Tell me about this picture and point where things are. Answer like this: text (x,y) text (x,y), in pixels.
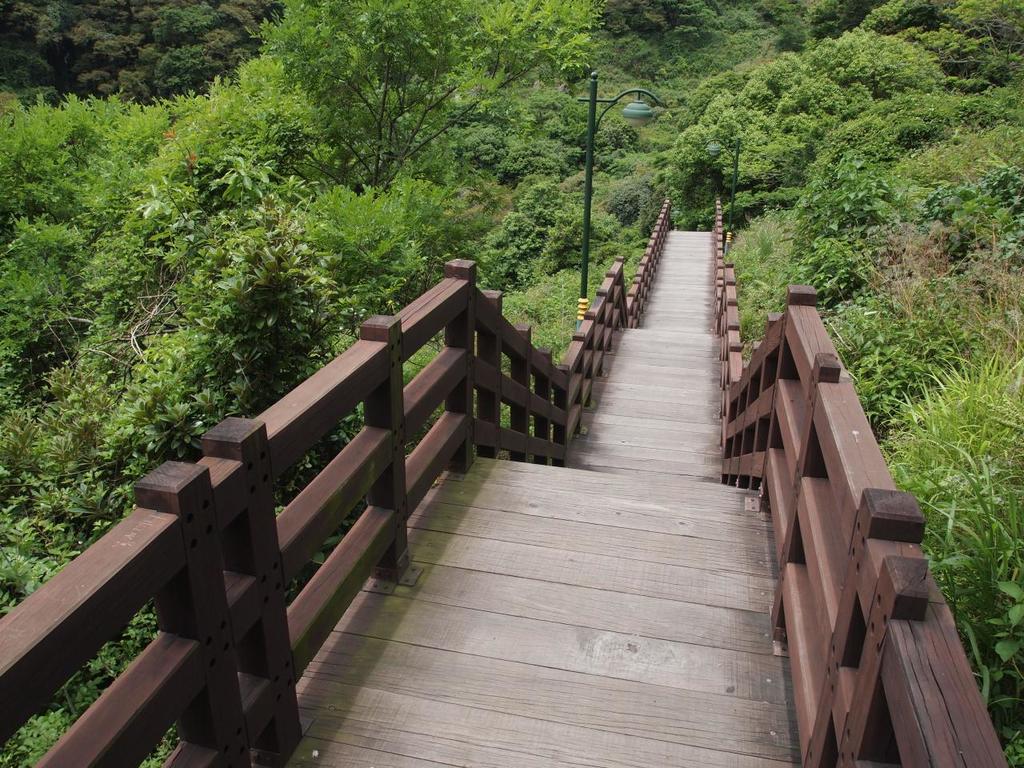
In this picture I can see there is a wooden bridge (681,522) and there are plants (975,373) and trees (506,247) on both sides of the bridge (603,289). There are poles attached with lights (654,117).
